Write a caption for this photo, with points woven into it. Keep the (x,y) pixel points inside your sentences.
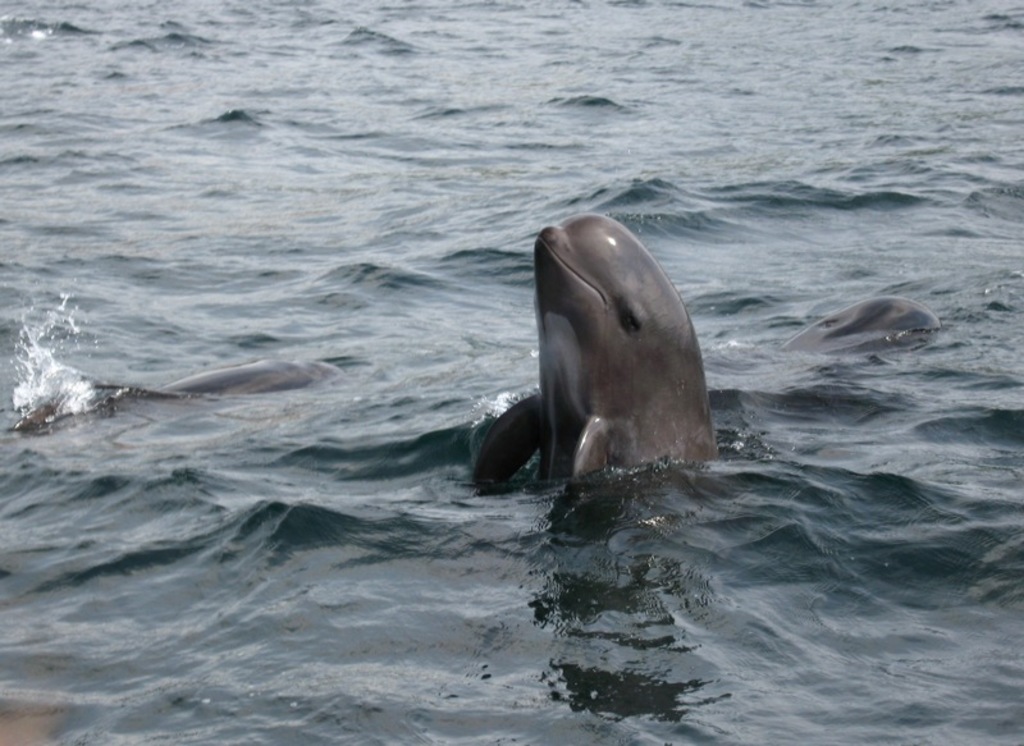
In this image, we can see water (370,153) and there is a black color whale (698,366) in the water (567,483).
